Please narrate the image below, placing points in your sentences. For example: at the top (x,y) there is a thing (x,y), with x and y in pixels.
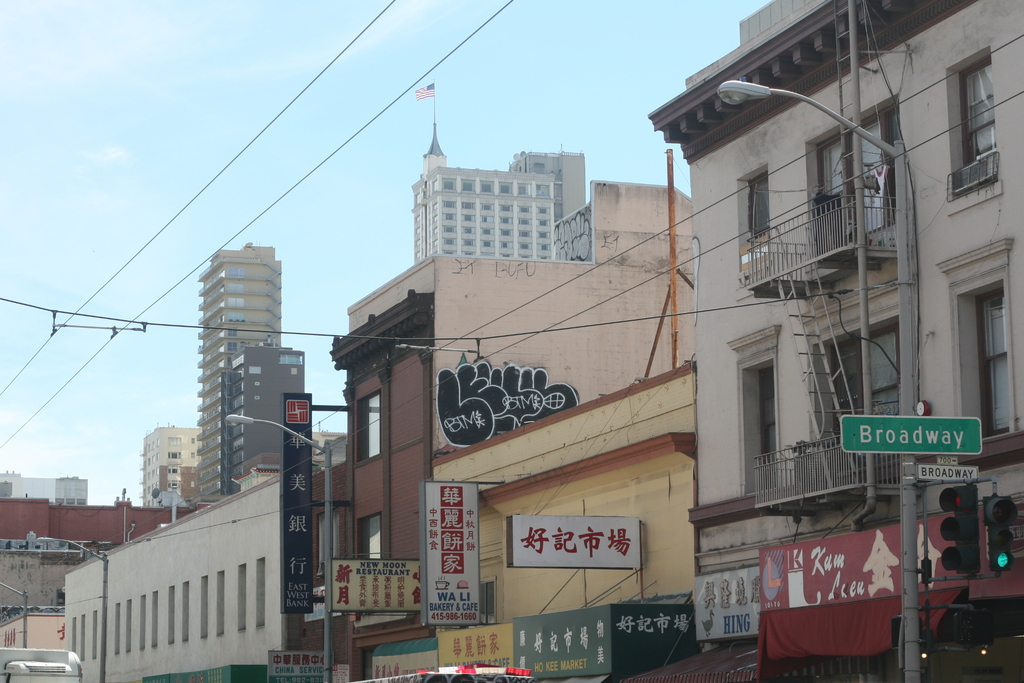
This picture is clicked in the city. Here, we see many buildings (532,445). We even see boards (453,586) in white, red, green, yellow and black color with text (740,621) written in some other language. On the right side (908,625), we see a street light (901,464) and a green color board (906,442) with text (917,429) written as "Broadway". Behind that, we see a railing (799,480) and a staircase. On top of the building (437,133), we see a flag (431,96) in white, red and blue color. There are buildings (182,475) and poles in the background (154,486). At the top of the picture (256,98), we see the wires (415,82) and the sky (214,166).
